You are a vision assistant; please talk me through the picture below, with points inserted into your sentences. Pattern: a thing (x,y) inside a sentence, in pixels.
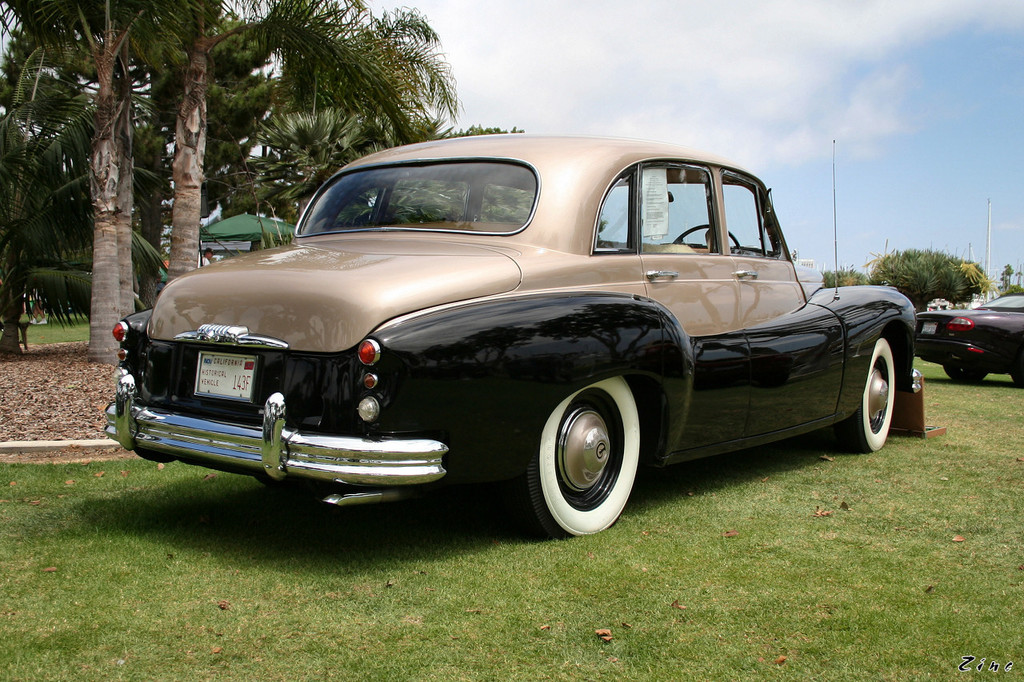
There are cars (585,302). On the ground (686,558) there is grass (607,559). In the back (215,73) there are trees (230,71) and sky (810,114).
